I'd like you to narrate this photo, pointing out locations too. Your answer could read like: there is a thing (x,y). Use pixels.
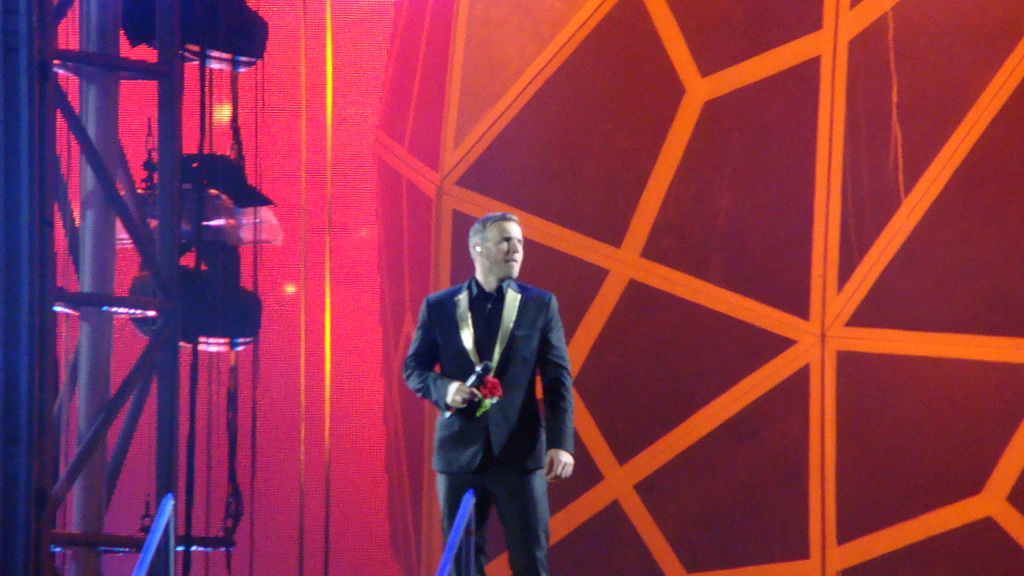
In this image there is a person (523,403) standing and holding a mic (473,376) and flowers (491,392) in his hand (457,388) and he is looking right side of the image (765,218), behind him there is a metal structure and on the left side of the image (56,128) there is a metal structure (84,149) and some objects (248,208) on it.
